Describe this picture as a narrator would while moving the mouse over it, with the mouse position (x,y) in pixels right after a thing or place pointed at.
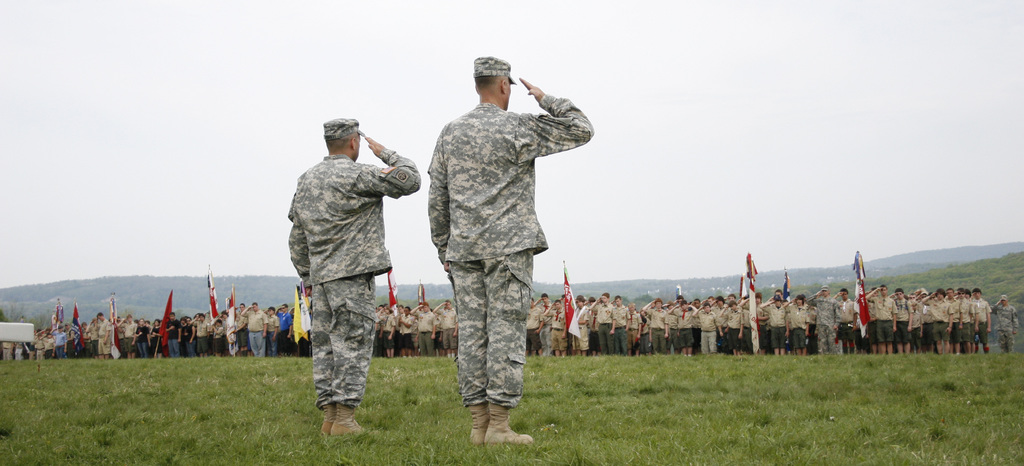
In this picture we can see two persons (330,380) standing in the middle (511,266). They are in uniform (342,405). This is the grass (612,403). And many people (61,334) standing in a group (635,311). These are the flags (747,293). And on the background (156,304) there is a mountain (163,287). This is the sky (182,137).
